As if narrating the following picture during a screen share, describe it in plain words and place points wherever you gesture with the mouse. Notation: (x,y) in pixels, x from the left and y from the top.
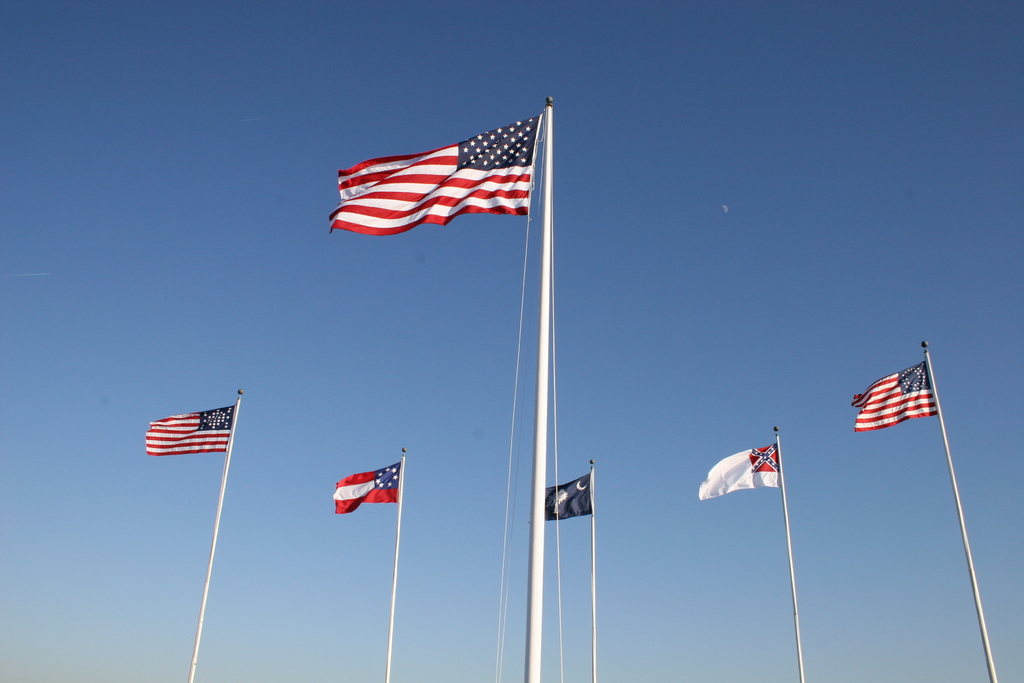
In this image we can see there are different types of flags (528,180) and the sky (284,219) in the background (601,302).
